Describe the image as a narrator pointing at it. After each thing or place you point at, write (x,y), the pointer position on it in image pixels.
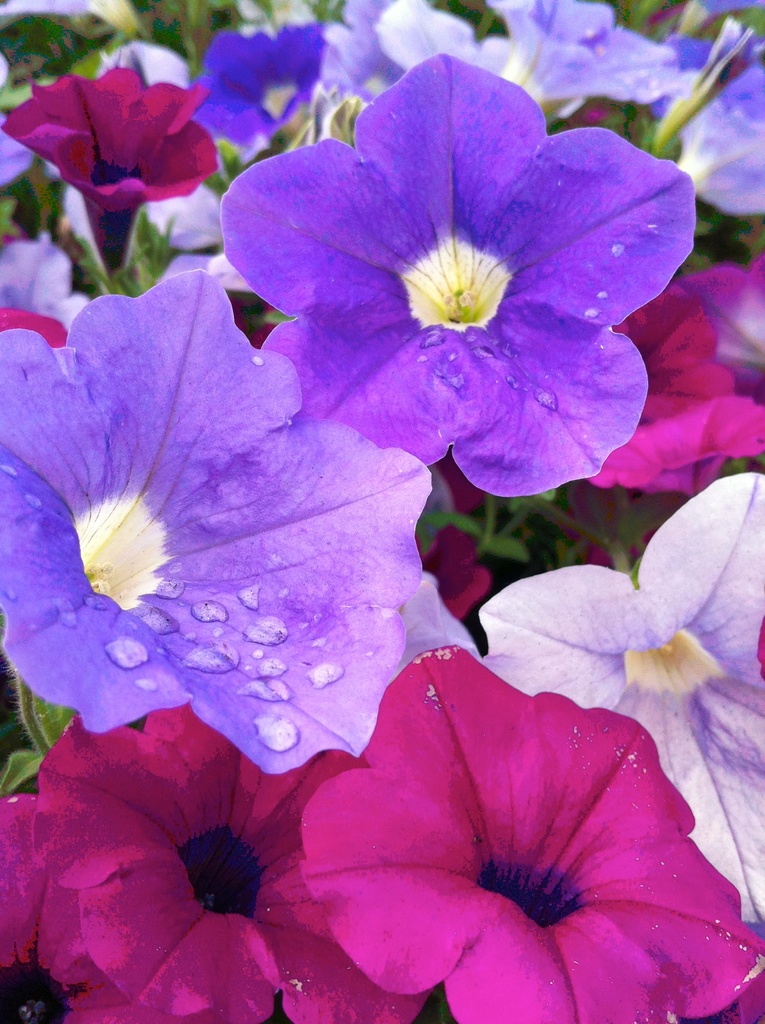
In this image I can see few flowers (387,808) which are pink and blue in color and few other flowers (395,568) which are violet and cream in color. In the background (190,28) I can see few plants (199,74) which are green in color.
